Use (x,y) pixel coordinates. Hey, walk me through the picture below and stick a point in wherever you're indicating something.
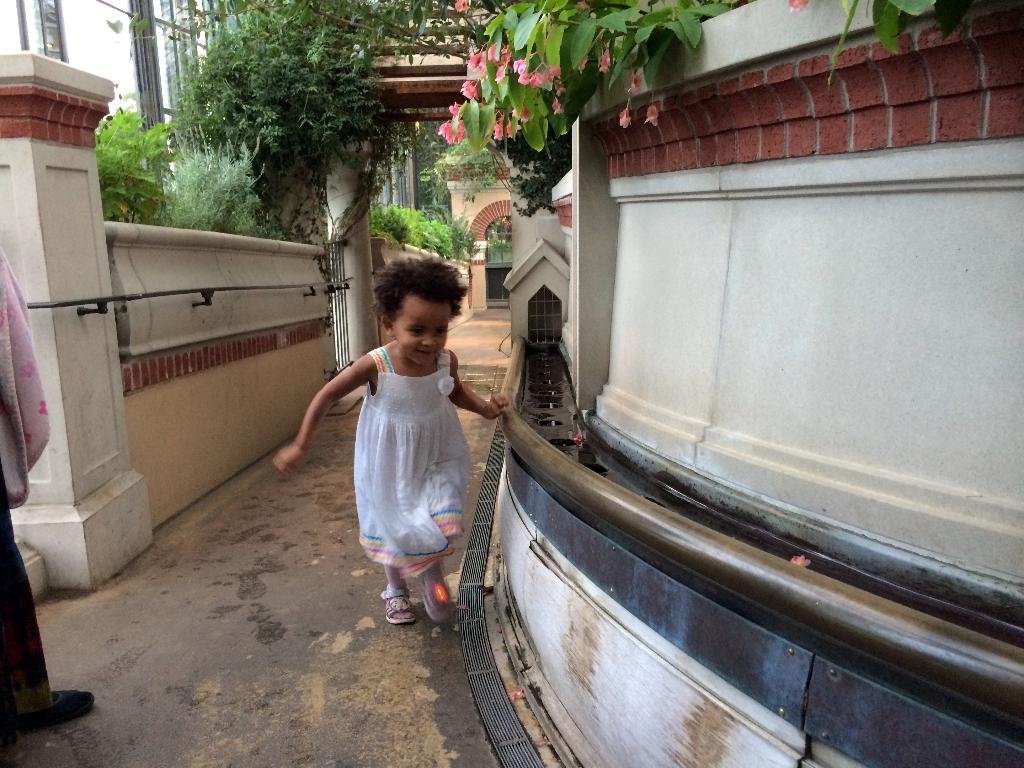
In this picture we can see a girl (424,535) wearing a white frock (423,479) and running. We can see trees (478,72).
